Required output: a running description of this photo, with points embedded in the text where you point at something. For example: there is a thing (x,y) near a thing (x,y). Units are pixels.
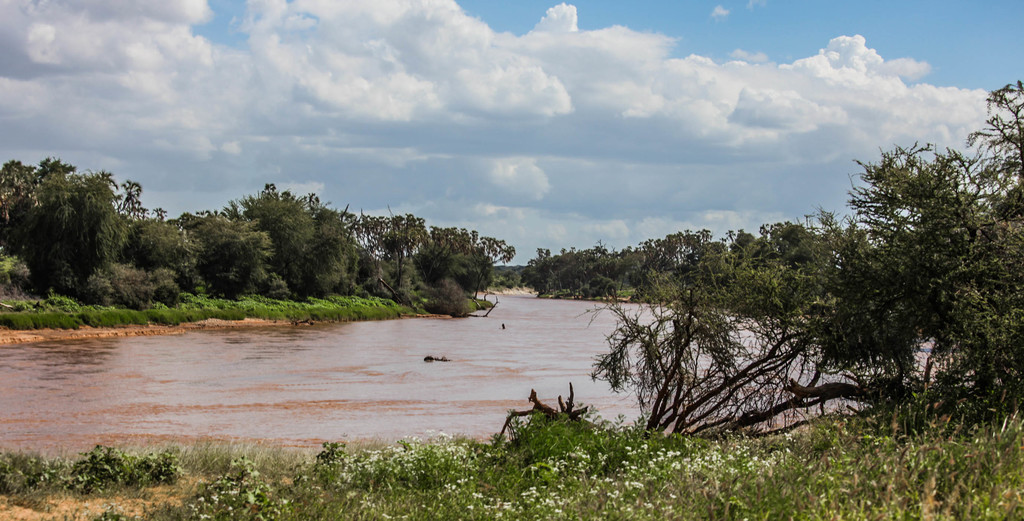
In this image I can see the lakeside (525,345) there are some trees (751,376), plants (933,436).
